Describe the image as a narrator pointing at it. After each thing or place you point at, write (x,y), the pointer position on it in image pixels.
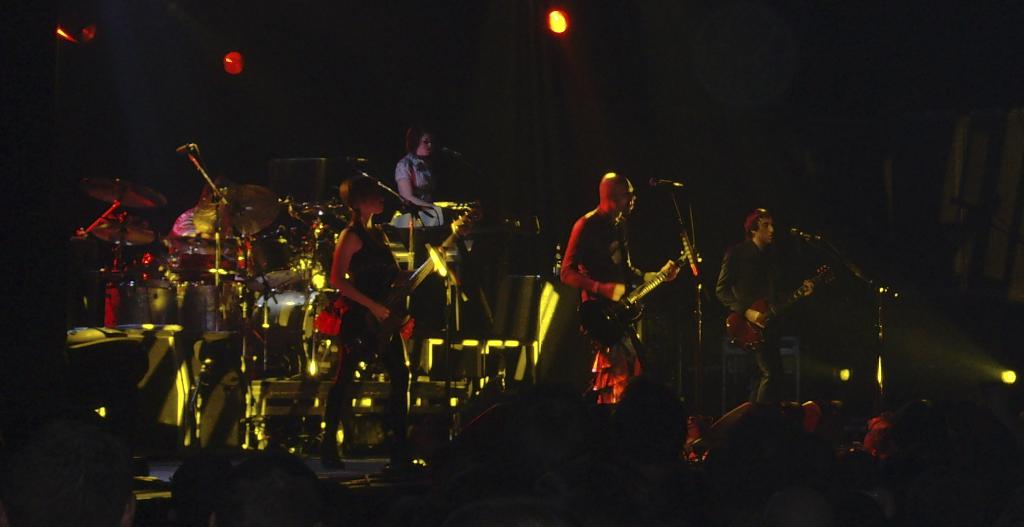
In this picture I can see group of people (776,299) holding guitars (404,326), there are drums (176,270), cymbals (254,195) with the cymbals stands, there are mikes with the mikes stands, there are focus lights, and there is dark background (59,161).
